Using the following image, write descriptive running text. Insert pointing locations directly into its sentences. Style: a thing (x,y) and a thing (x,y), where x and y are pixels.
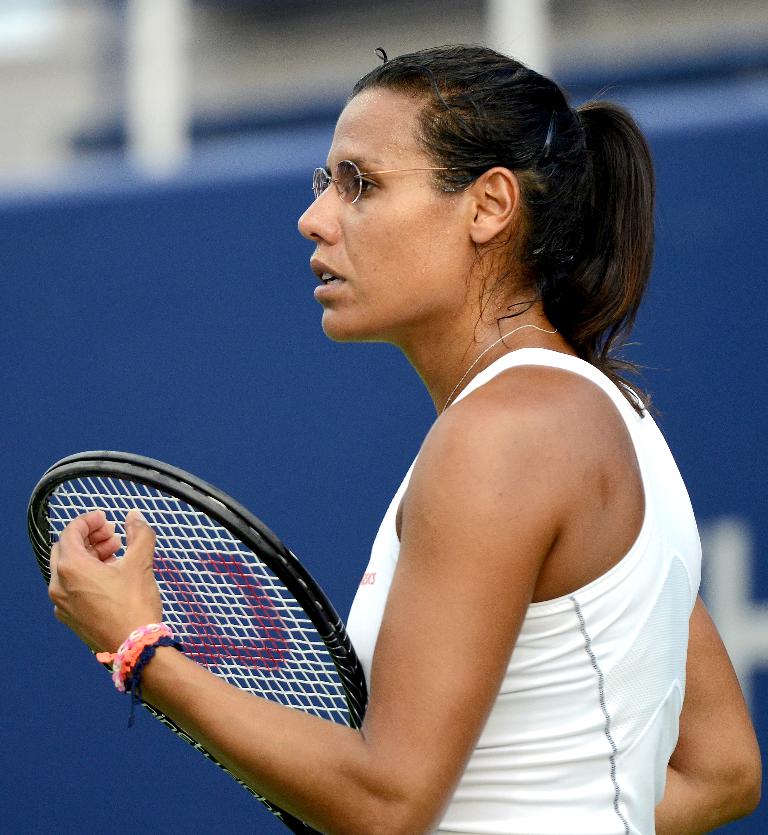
In the picture there is a woman (502,572) holding tennis racket (205,633) in her hand (134,561), she is wearing spectacles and white shirt (579,739) and the background of the women (316,202) is blur.
